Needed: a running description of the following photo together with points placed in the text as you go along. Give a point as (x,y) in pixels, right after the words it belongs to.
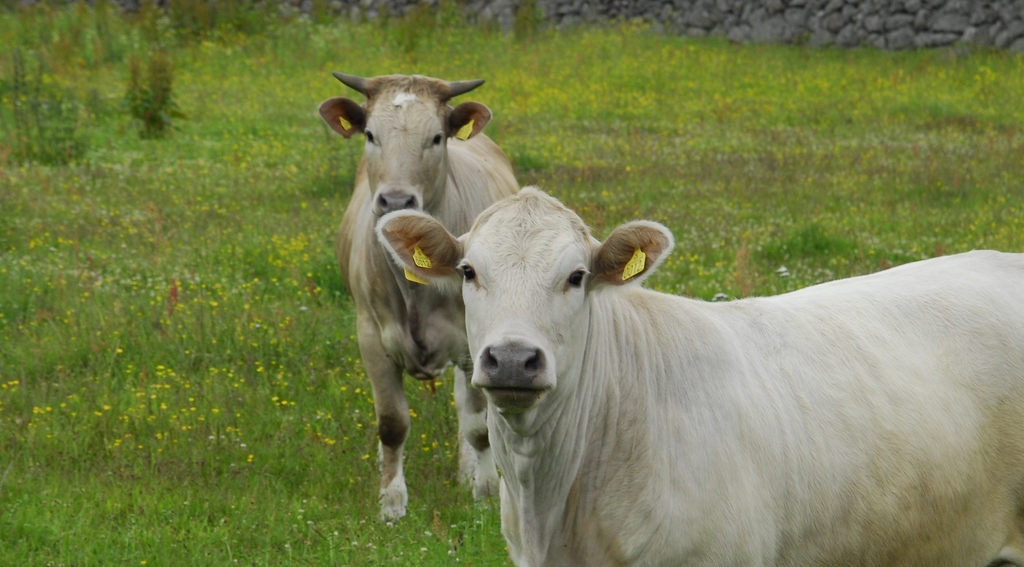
In this image I can see two cows (353,259) standing in a garden (345,172) and I can see some tags (626,266) in the ears (359,126) of the cows (398,117).
